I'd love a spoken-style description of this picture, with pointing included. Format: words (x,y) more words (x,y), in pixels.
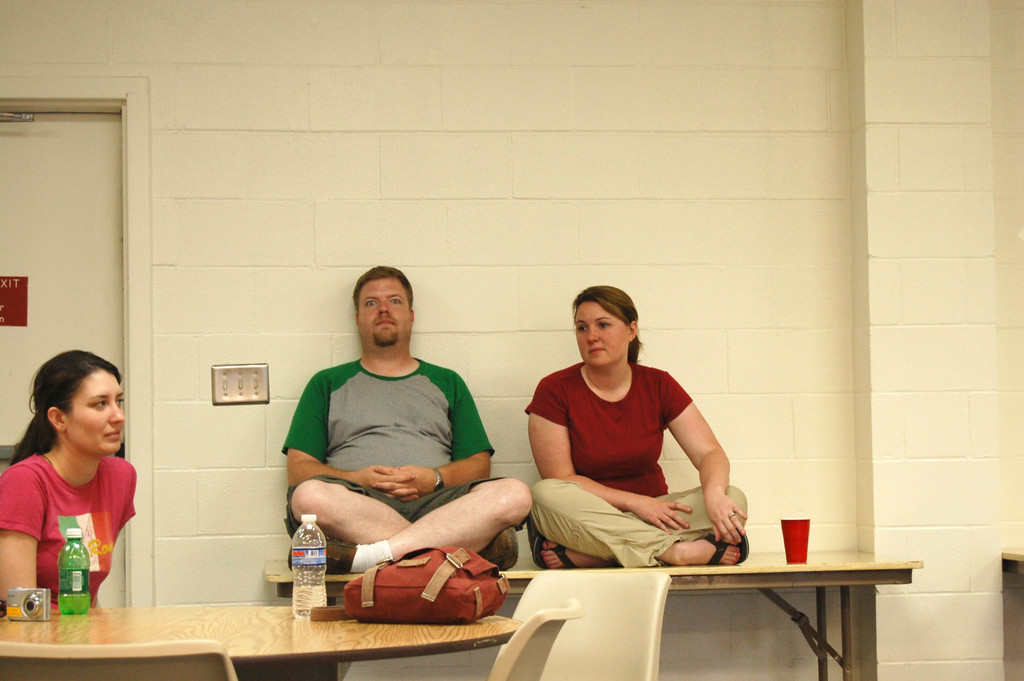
In this image I see 3 persons (53,529) and 2 of them are women (25,540) and another one is a man (356,492) and all of them are sitting and there is a table (78,640) over here and there are 2 bottles (71,527), a bag (448,573) and a camera (36,599). In the background (265,519) I can see a door (144,505) and the wall (977,3).
